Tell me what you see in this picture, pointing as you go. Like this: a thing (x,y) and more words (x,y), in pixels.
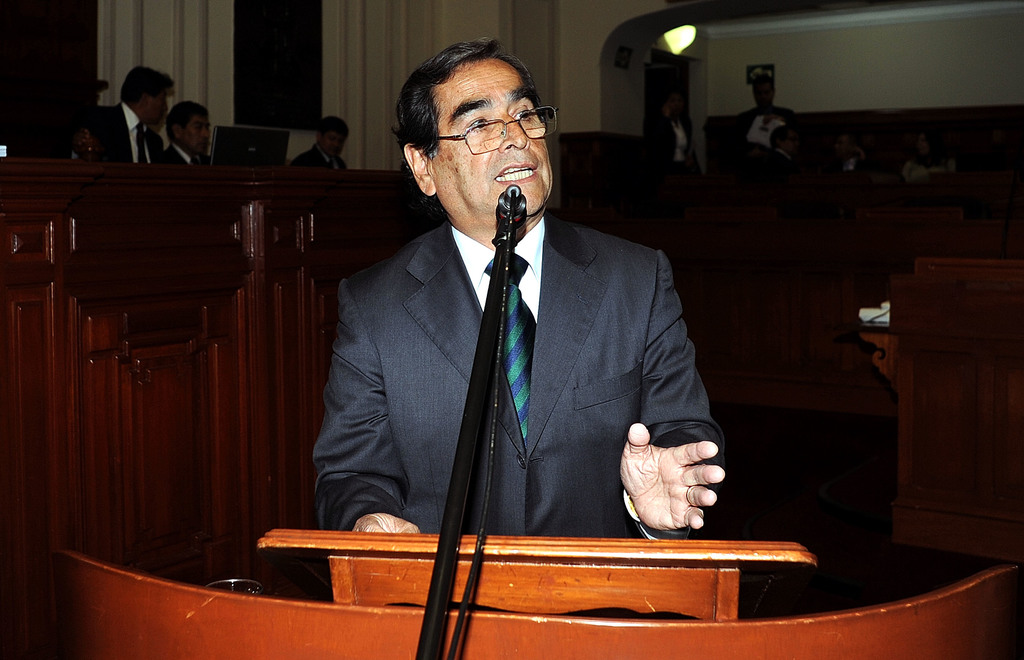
In this image there is a man (462,349) in the middle (549,399). In front of him there is a podium (601,613) and a mic (467,427). In the background (192,140) there are few officers (179,148) sitting in the chairs (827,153). In front of them there is a laptop (228,137).
